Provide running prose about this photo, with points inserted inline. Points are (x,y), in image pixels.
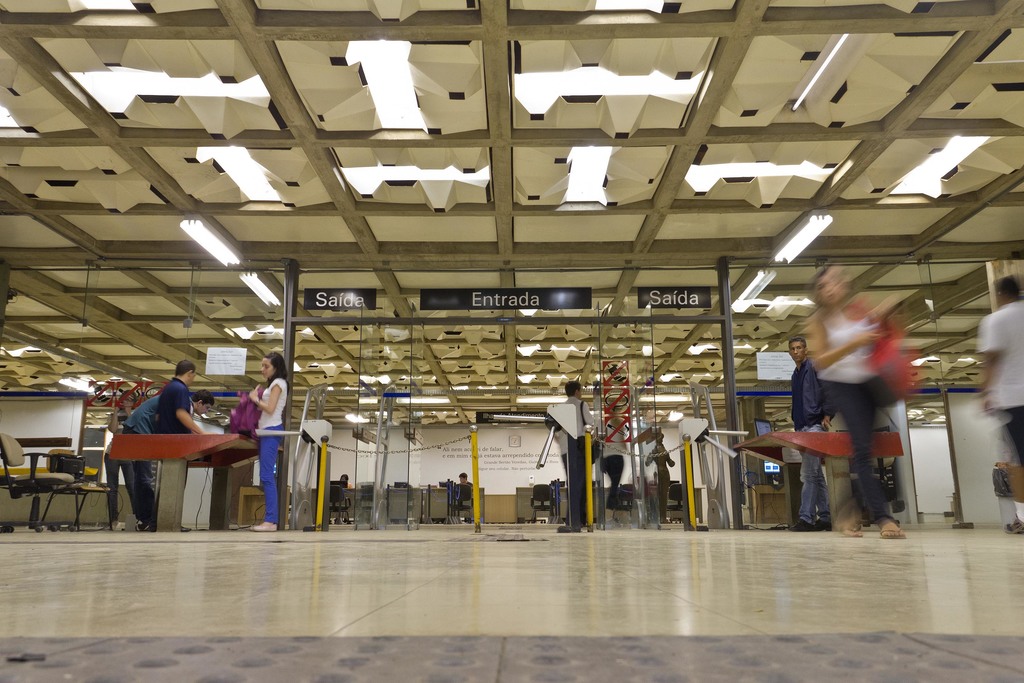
As we can see in the image, there are few people (576,495) standing on floor (740,538). In the background (425,510) there are tables (405,503) and chairs (344,498). In the front (338,298) there is a poster (566,305).
